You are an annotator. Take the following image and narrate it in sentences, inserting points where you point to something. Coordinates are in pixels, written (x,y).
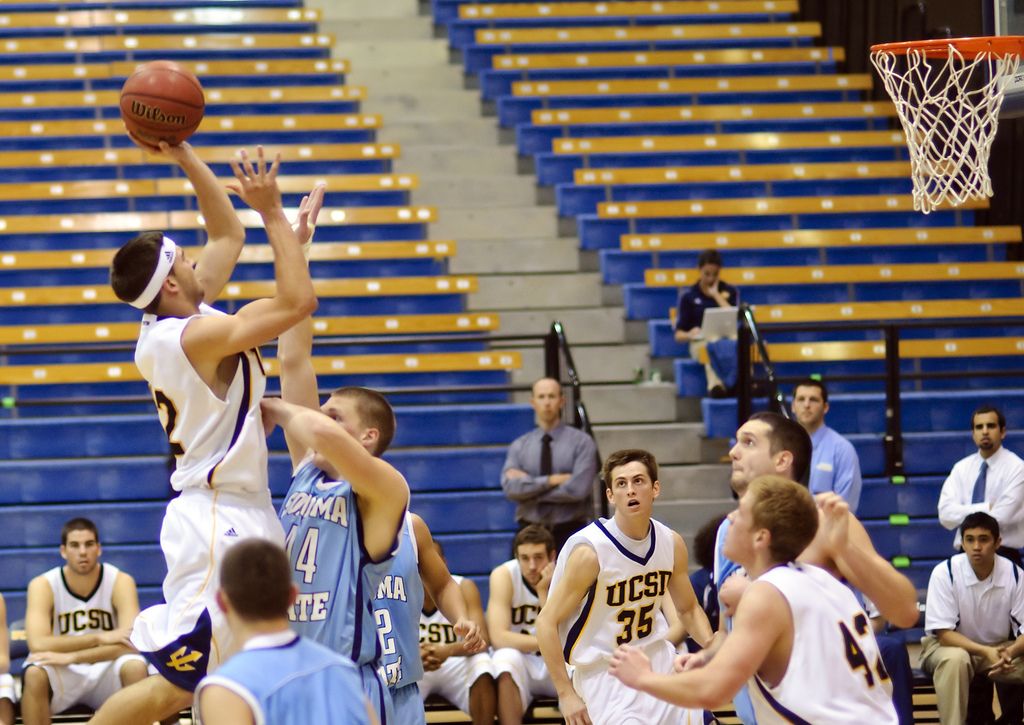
In this image we can see one stadium (595,380), some objects (656,376) are on the surface (621,378), one basketball net (1011,48), one ball (176,98), some people (1023,646) are sitting, some objects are attached to the wall (871,16), some people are playing basketball, some objects (141,160) are on the surface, one pole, one person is sitting and working on the laptop (720,316).
